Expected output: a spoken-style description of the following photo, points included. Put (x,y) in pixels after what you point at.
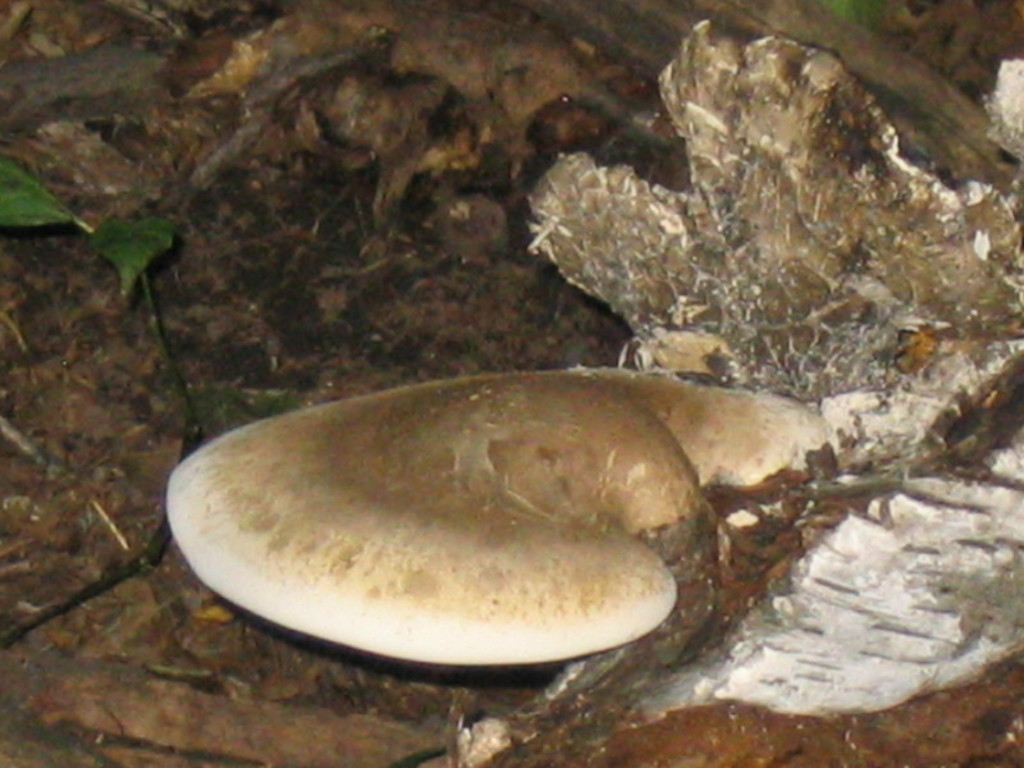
In this image we can see mushroom (340,504), plant (124,231) and ground (365,237).
